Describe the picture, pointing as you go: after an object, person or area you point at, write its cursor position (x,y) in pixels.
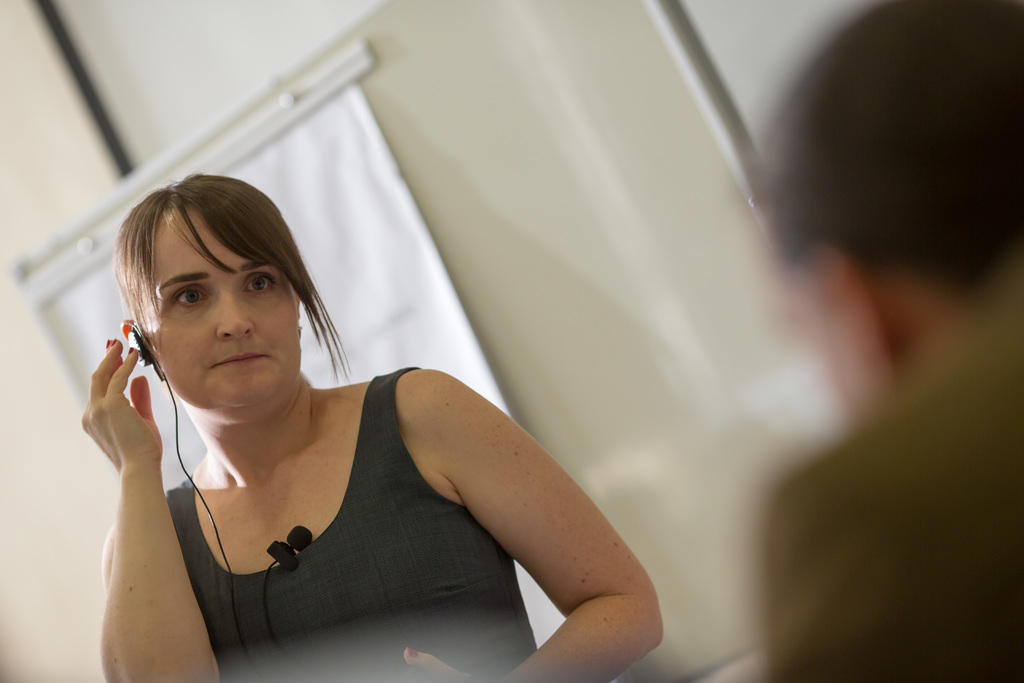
In this image we can see a woman (110,444) and a mic (294,546) attached to her. In the background (324,163) we can see a poster (307,141) attached to the wall (194,86).
